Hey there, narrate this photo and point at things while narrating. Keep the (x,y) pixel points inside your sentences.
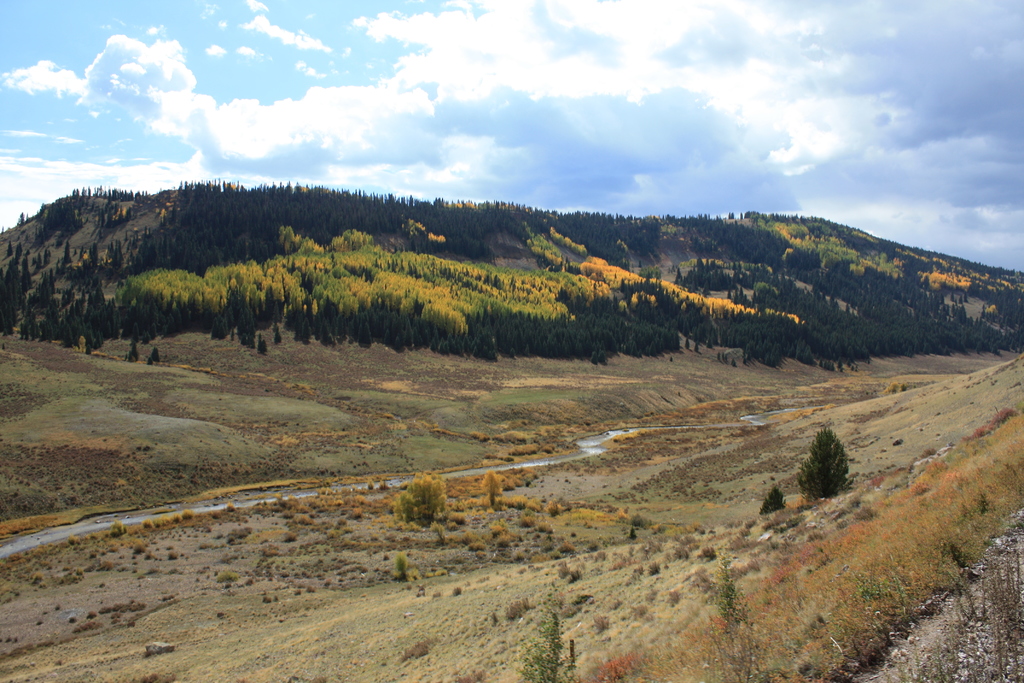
In this image we can see some plants (564,543), trees (495,494), water (571,454) and in the background of the image (502,285) there is a mountain (392,270) on which there are some trees (357,266) and top of the image (548,58) there is cloudy sky (435,62).
